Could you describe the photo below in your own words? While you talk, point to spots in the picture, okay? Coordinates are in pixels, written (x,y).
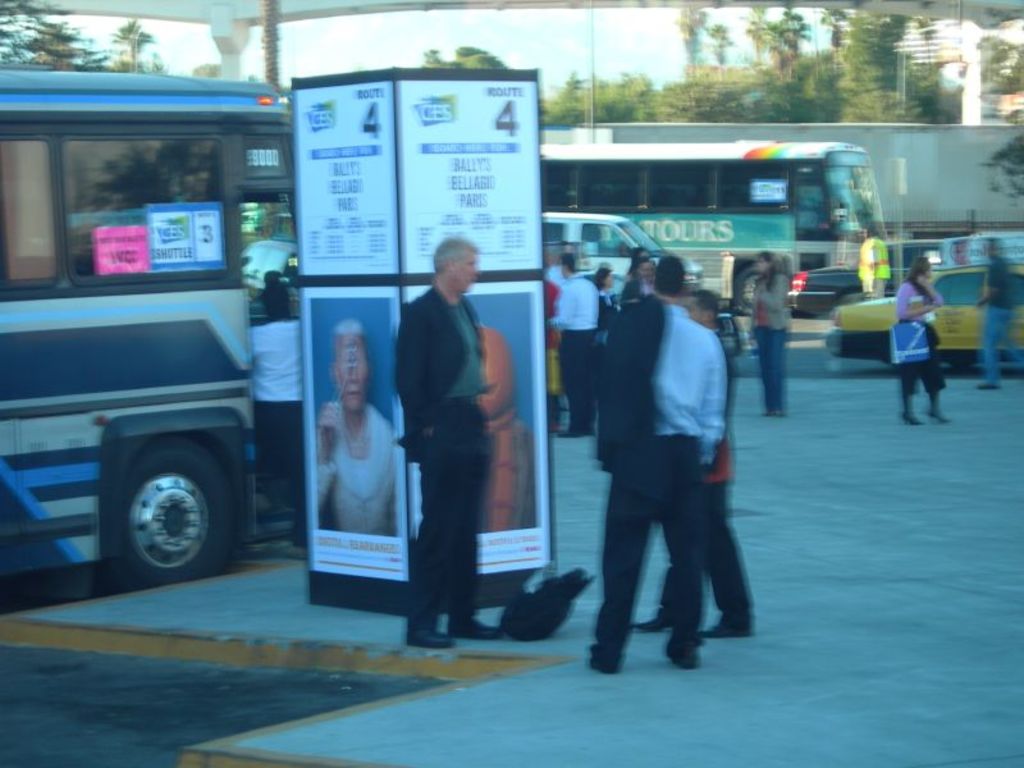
In the center of the image (418,342) there are people (406,322) standing. In the background of the image (717,246) there are buses (867,187). There are vehicles (690,239) on the road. There are trees (846,94). There is a advertisement hoarding (378,602) at the center of the image (516,424). At the bottom of the image (125,657) there is road (96,698).
